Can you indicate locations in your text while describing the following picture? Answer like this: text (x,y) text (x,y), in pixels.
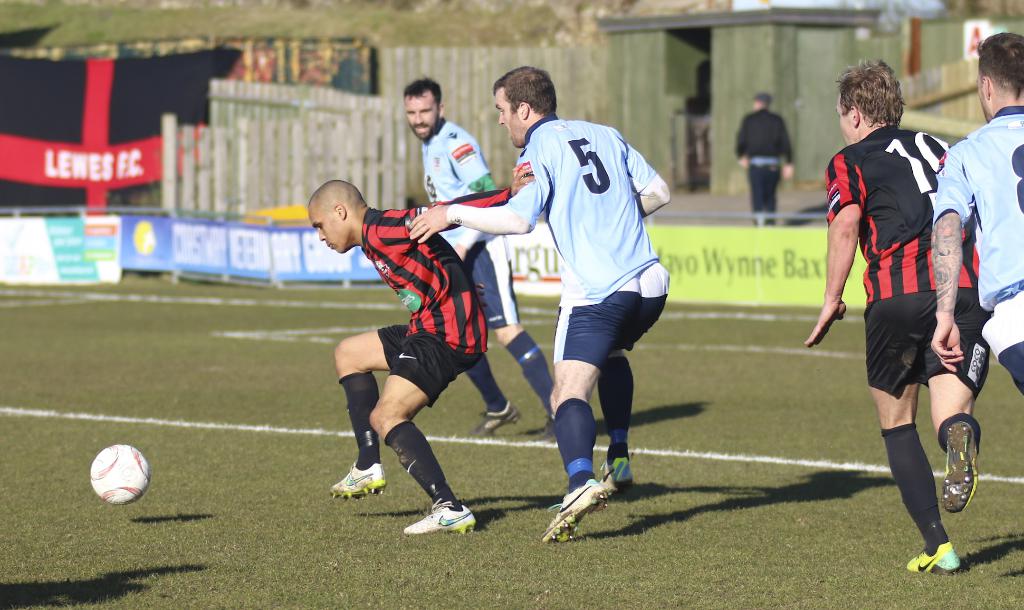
In this picture, we see five men (490,283) are playing football game. At the bottom of the picture (155,464), we see grass (151,459) and a ball (120,488). Beside them, we see board (252,251) in red, white, blue and green color with some text (224,256) written on it. Behind that, we see a man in black T-shirt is walking on the road (738,196). In front of him, we see a building (725,161) in green color.
